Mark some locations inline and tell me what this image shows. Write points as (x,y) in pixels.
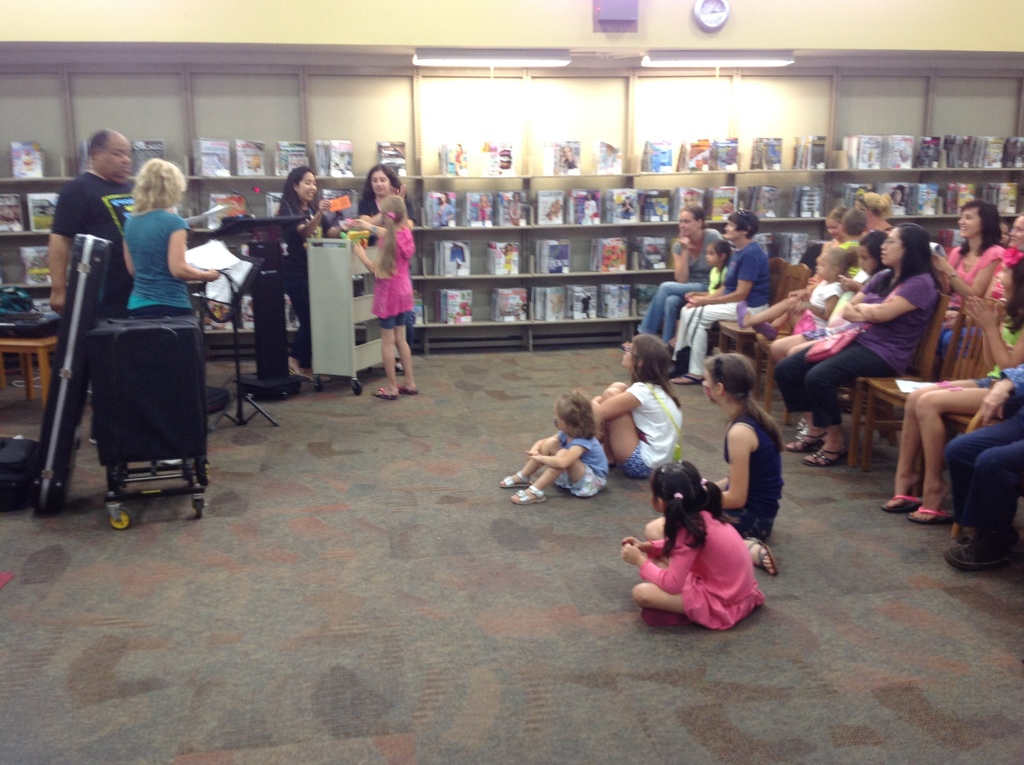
This image is clicked inside a room (440,300). There is light (698,60) at the top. There is a clock (708,16) at the top (720,13). There are so many people (67,198) in the middle (658,351). Some are standing. Some are sitting on chairs (942,365) on the right side (933,381). There are books (333,165) in the bookshelves (490,328).
